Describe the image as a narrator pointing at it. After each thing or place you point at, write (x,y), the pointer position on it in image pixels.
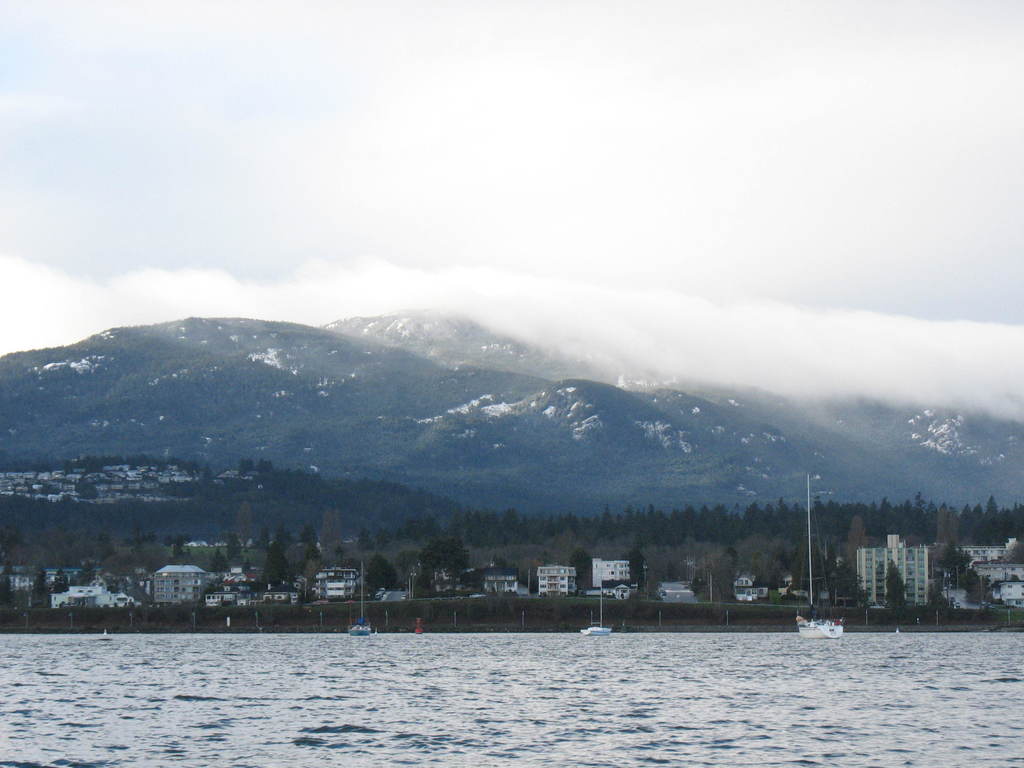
In this image we can see some boats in the water body (454,688). We can also see a fence (309,609), a group of buildings (561,576), poles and a group of trees (633,563). On the backside (539,435) we can see the mountains (471,464) and the sky (554,298) which looks cloudy.
